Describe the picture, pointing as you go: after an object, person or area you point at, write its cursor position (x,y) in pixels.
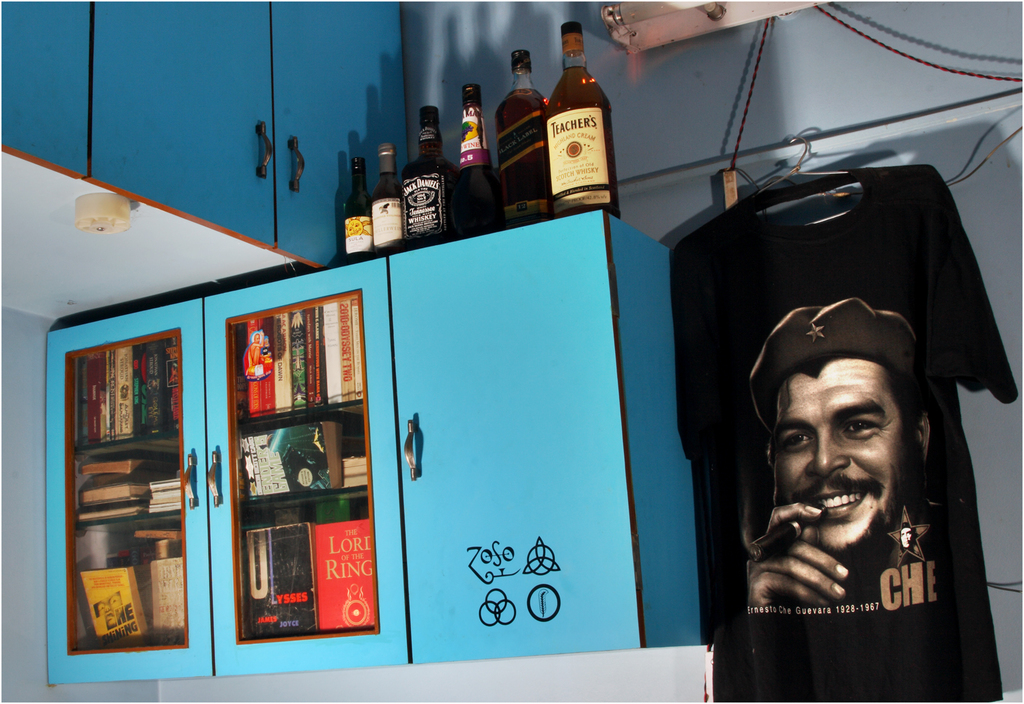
In this image I can see a black colour t shirt (761,240) with a hanger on the right side (825,390) and on the t shirt (820,387) I can see a depiction picture (784,487) of a man (806,578). I can also see something is written on the bottom side of the t-shirt (776,584). On the left side of the image (268,429) I can see few cupboards (417,541) and number of books (130,399) in the cupboard (215,345). I can also see few bottles (366,222) and a light (614,16) on the top side of the image (707,19). On the top right side of the image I can see few wires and on the bottom side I can see something is written on the cupboard (453,605).
